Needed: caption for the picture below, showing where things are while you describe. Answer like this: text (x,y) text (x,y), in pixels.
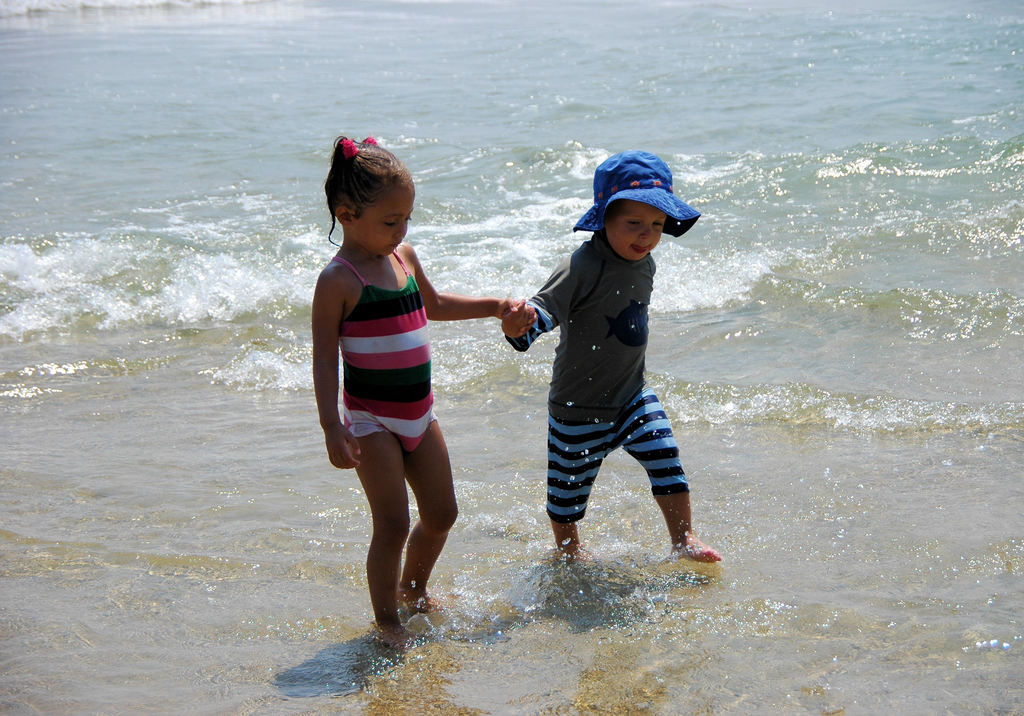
In this picture I can observe two children (408,372) walking in the water (293,445). One of them is wearing a blue color hat (616,196) on his head (608,235). In the background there is an ocean (594,119).
